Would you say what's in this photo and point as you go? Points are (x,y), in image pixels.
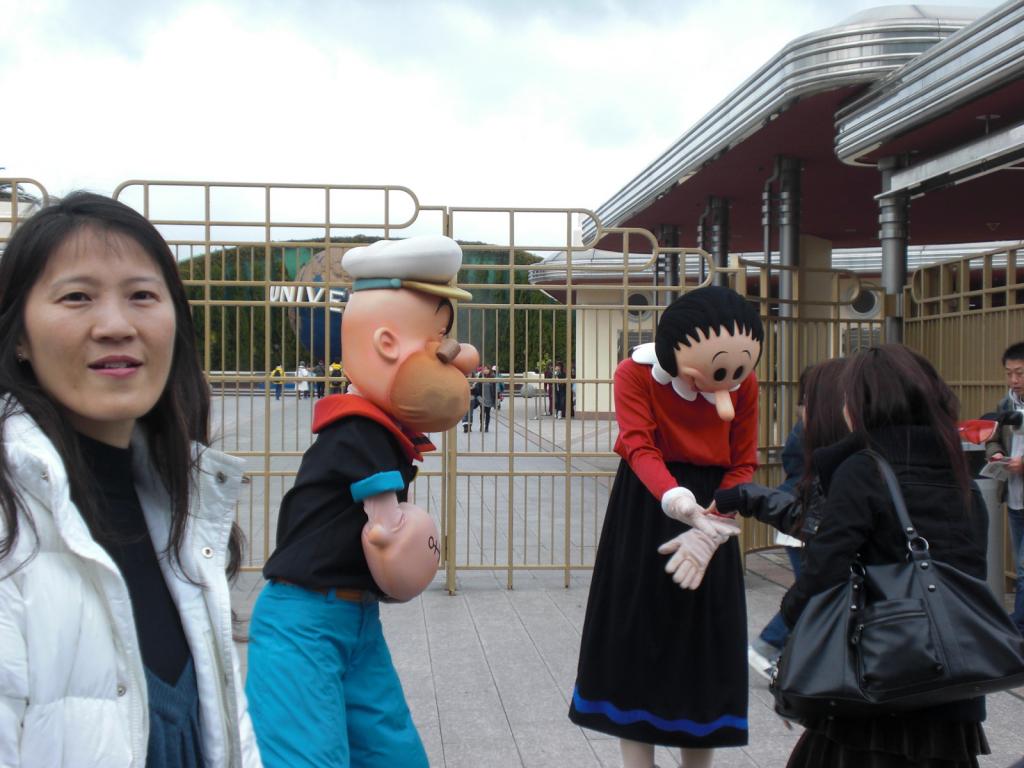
In this image there are two people (372,629) wearing cartoon costumes (372,628), around them there are people (106,267) standing, in the background (793,282) there is a fencing (510,246), behind that there is a globe (305,308) and people (475,393) standing near that in the background (557,67) there is sky (658,59).
